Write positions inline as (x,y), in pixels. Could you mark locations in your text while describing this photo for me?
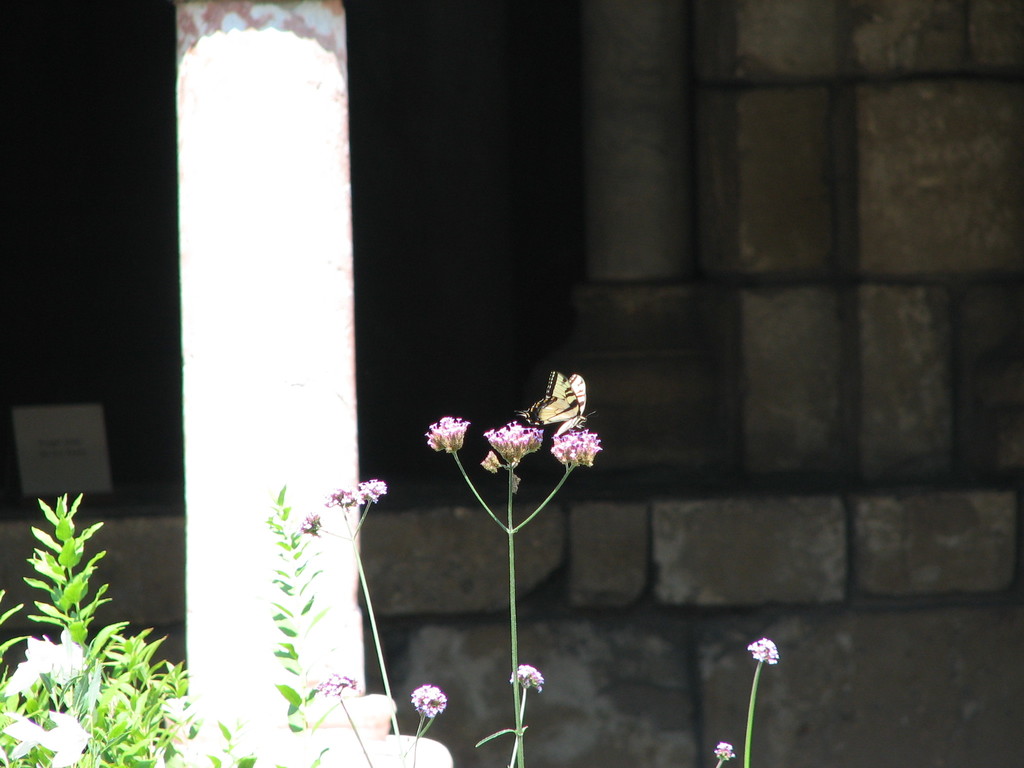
In this image I can see a butterfly (559,422) which is yellow and black in color on a flower (574,441) which is pink in color. I can see few plants (297,704) which are green in color, a white colored pillar (260,642), a building (683,528) which is made of bricks (798,184) and the dark background (439,349).
